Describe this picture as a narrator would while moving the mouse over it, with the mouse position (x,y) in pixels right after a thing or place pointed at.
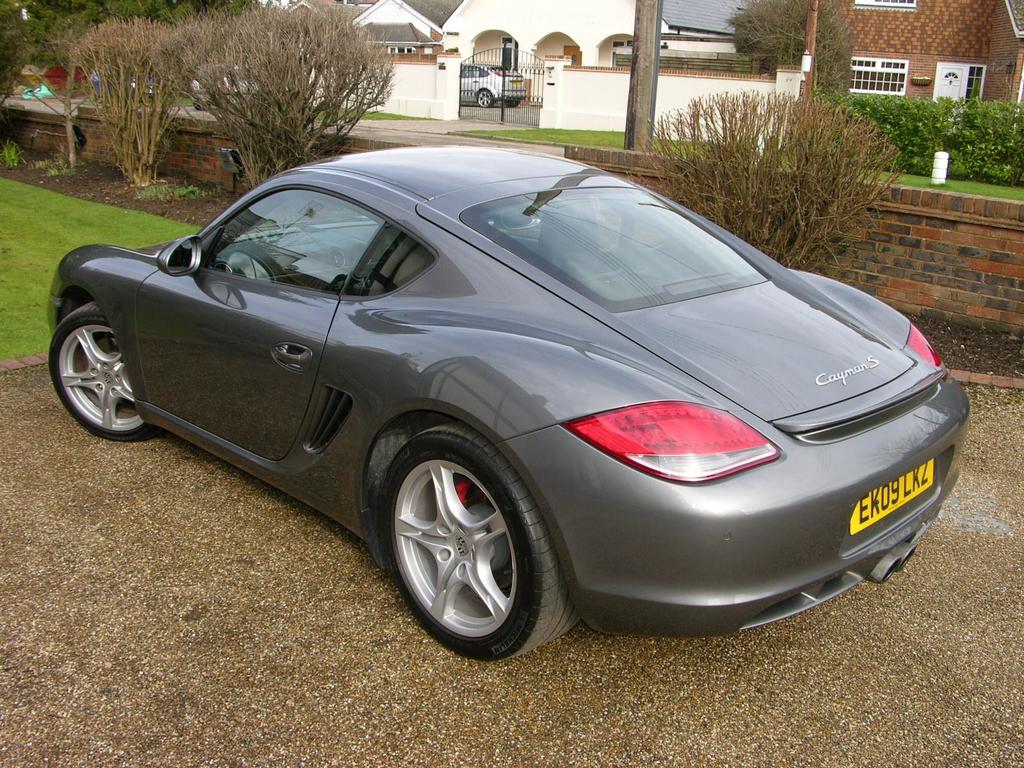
In the middle of this image (583,337), there is a gray color vehicle (707,262) on a road (47,438). Beside this road (37,421), there is grass (52,216) on the ground (83,216) and there are plants (278,116). Beside these plants (836,161), there is a brick wall (1008,240). In the background (1023,31), there are buildings (371,11), a pole (643,77), a wall (781,83), a vehicle (482,75), plants (793,96) and a road (444,121).
